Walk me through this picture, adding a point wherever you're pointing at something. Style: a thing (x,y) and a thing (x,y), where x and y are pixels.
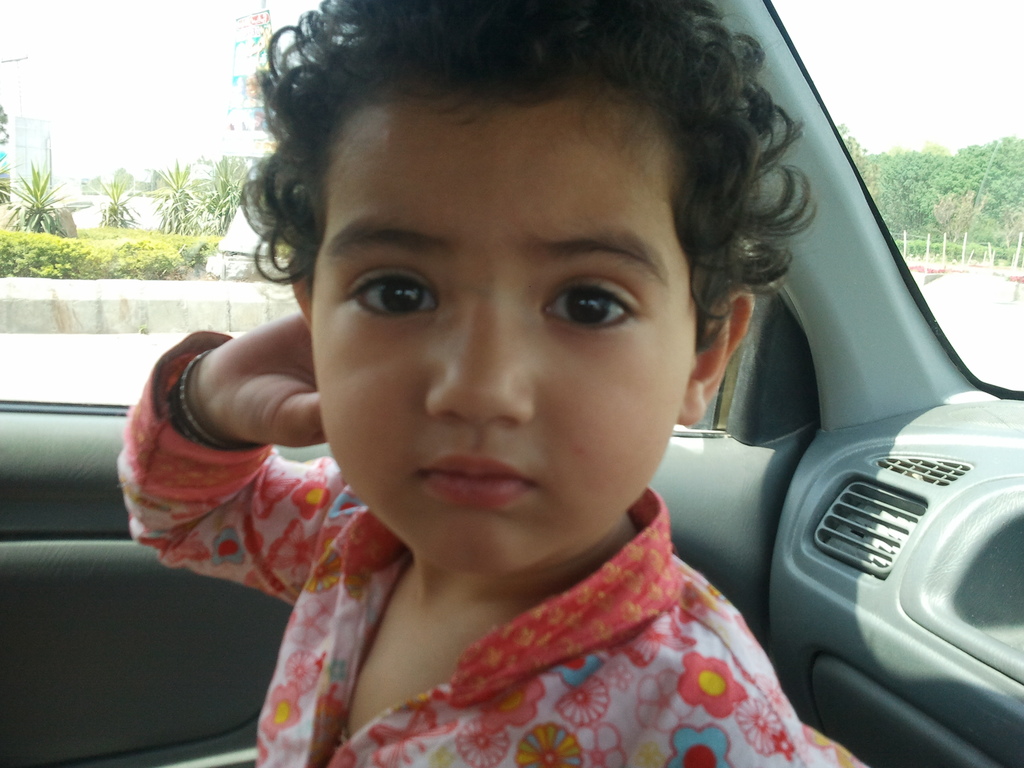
In this picture we can see a kid (608,484) in the car (844,489), in the background (932,203) we can see couple of trees (996,214).
